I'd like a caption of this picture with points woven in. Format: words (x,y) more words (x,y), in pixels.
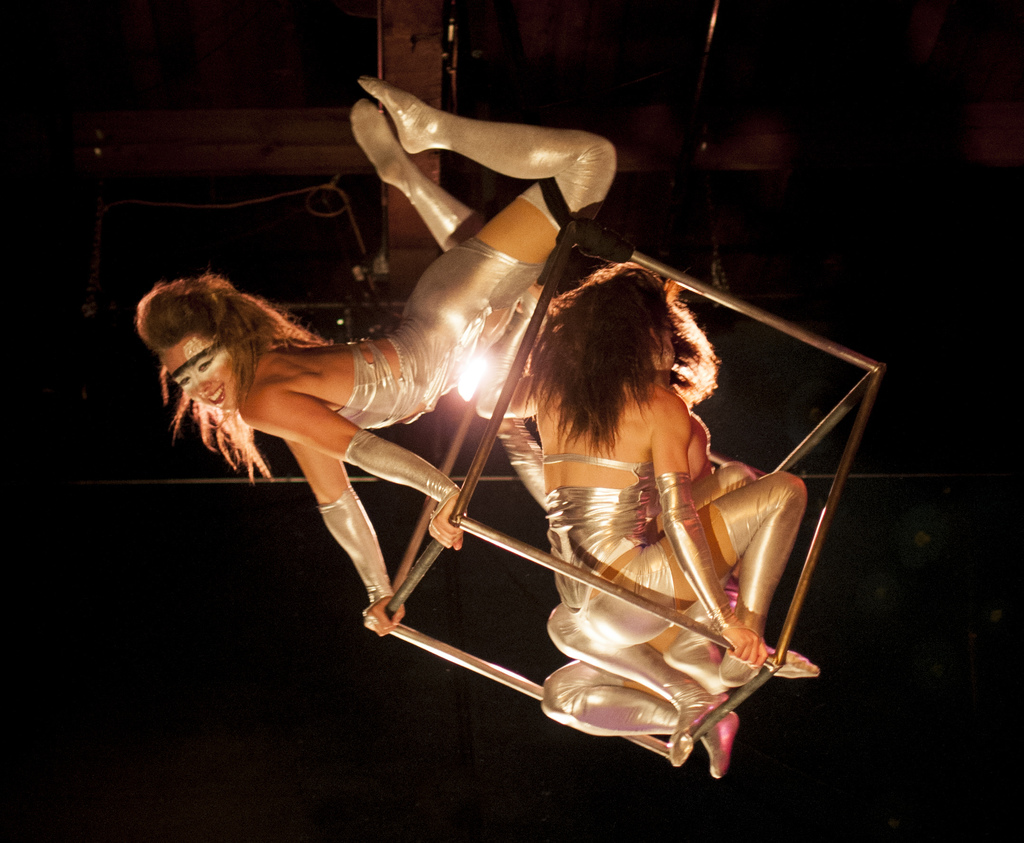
In this image in the center (682,465) there are two women (604,454) who are doing some stunts, at the top (126,149) there is ceiling (707,101) and some wooden poles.
